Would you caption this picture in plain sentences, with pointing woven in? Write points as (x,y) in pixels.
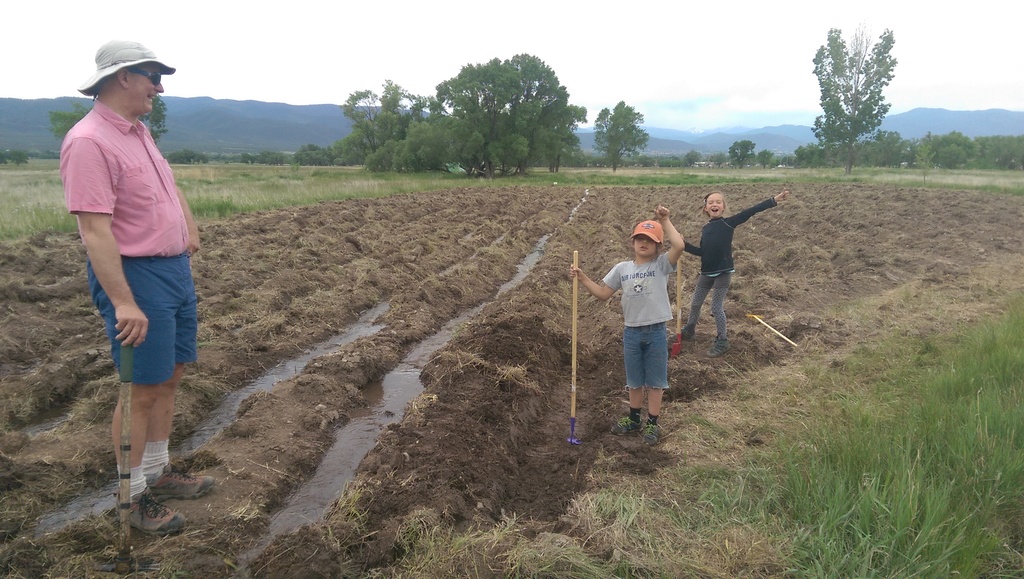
In this image there is a person (148,325) and two kids (730,254) standing in the farm (496,316) on the mud surface (496,316) by holding tools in their hands (131,315). On the right side of the image (860,376) there is grass (848,392), beside them there is water (235,410) on the mud (261,336). In the background of the image (224,137) there are trees (850,70) and mountains (202,108).
